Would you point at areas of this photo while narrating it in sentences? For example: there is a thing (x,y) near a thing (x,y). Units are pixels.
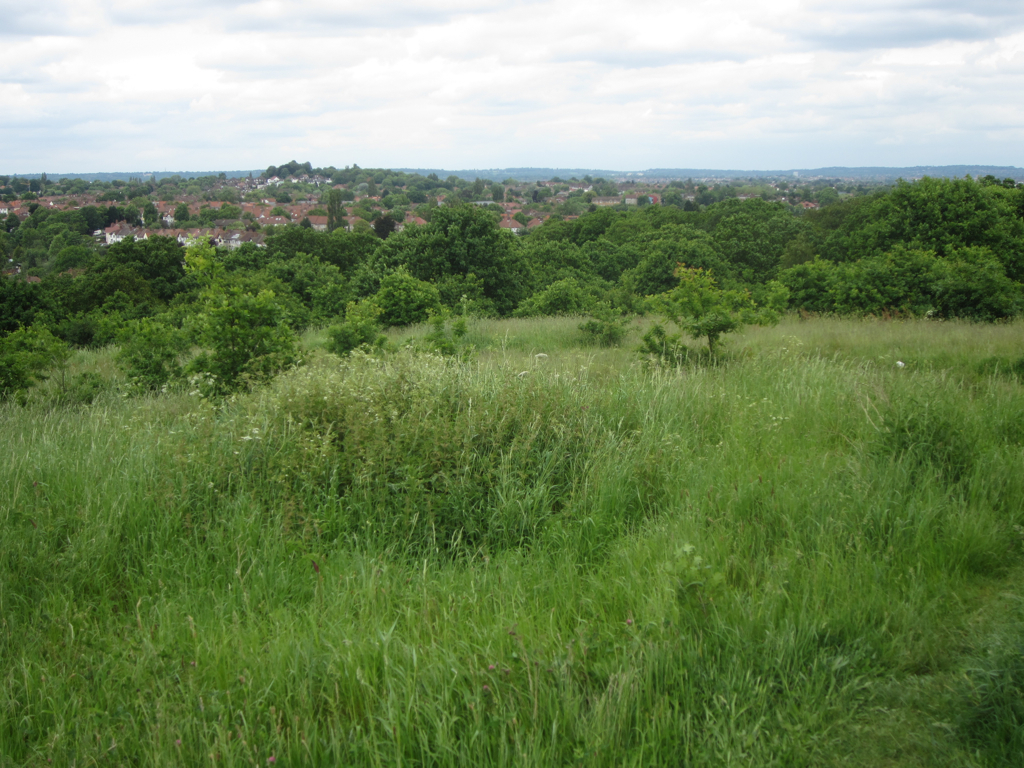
In this image we can see grass (119,583), trees (263,266), houses (161,199) and the Sky (404,18) with clouds (641,149) in the background (466,72).
